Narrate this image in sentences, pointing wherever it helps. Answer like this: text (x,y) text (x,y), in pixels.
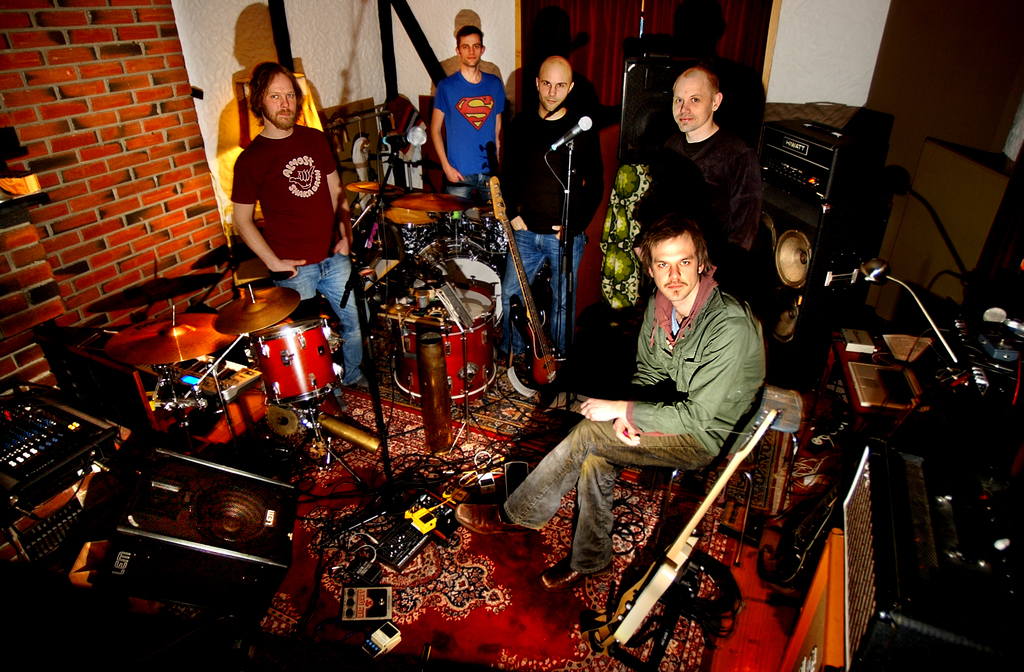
Here we can see five person (651,272) among them one person (693,383) is sitting and rest of the person (528,188) were standing. In front of them they were some musical instruments (302,364). Here there is a microphone (574,131) and back of them there is a brick wall (90,95).
